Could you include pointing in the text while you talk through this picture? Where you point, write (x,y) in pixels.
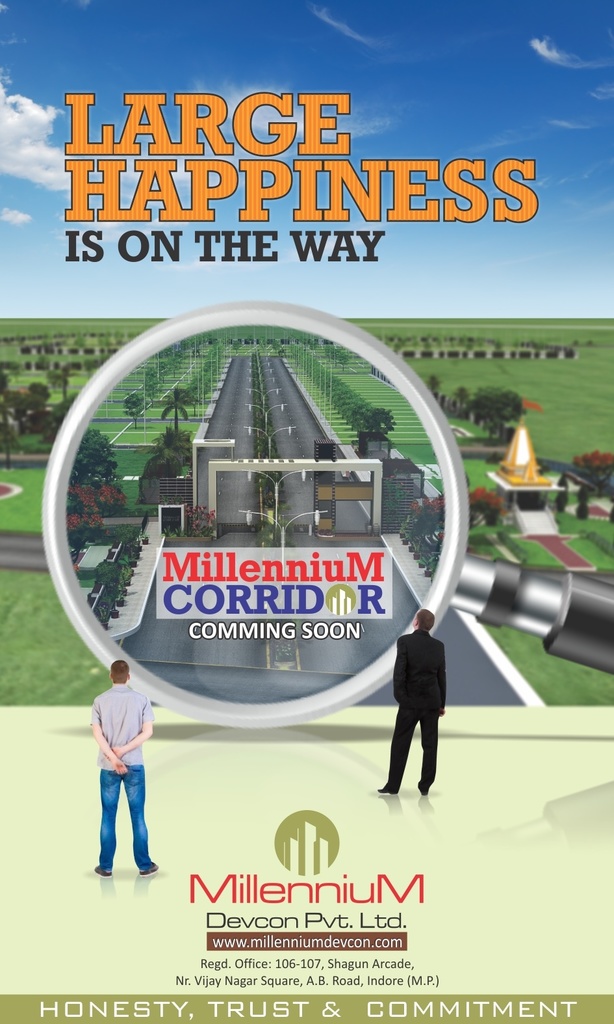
In this picture I can observe a poster (341,182). In this poster (186,444) I can observe a road (258,501), trees (115,471) and some grass (99,414) on the ground (325,414). There is some text (212,216) in this poster (232,257). In the background (26,71) I can observe clouds (44,150) in the sky (436,271).
